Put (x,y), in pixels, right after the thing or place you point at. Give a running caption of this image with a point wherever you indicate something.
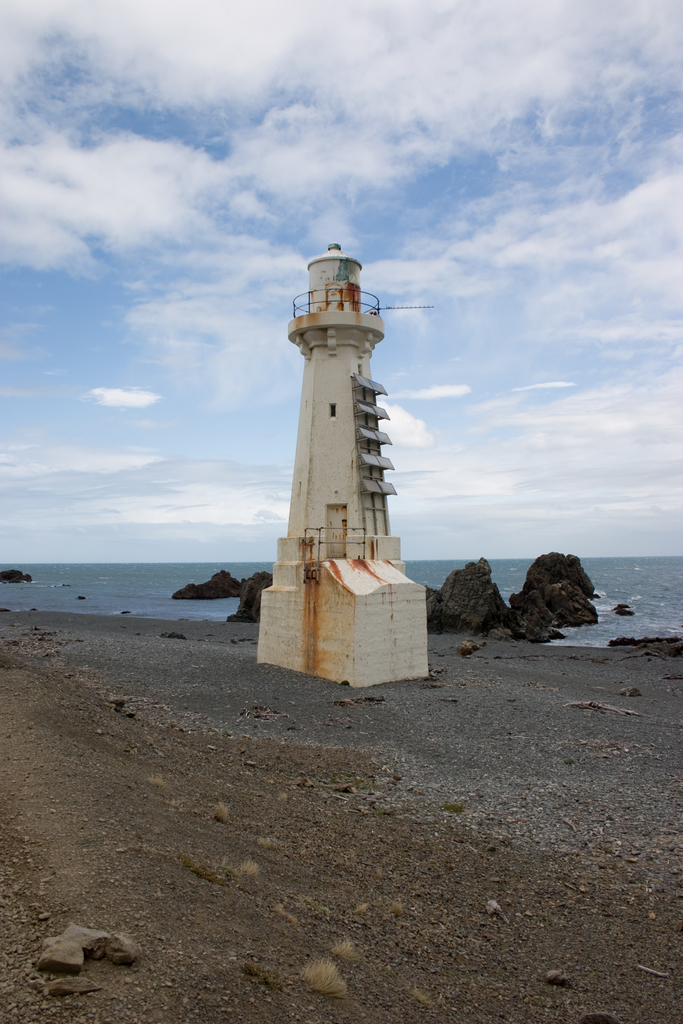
This picture is taken on the seashore (532,688). In this image, in the middle (340,521), we can see a lighthouse (348,589), door (340,521). In the background (136,591), we can see some rocks (235,583) in an ocean (138,565). At the top (535,15), we can see a sky (538,12) which is a bit cloudy, at the bottom (344,847), we can see a land (318,813) with some stones (358,884).
